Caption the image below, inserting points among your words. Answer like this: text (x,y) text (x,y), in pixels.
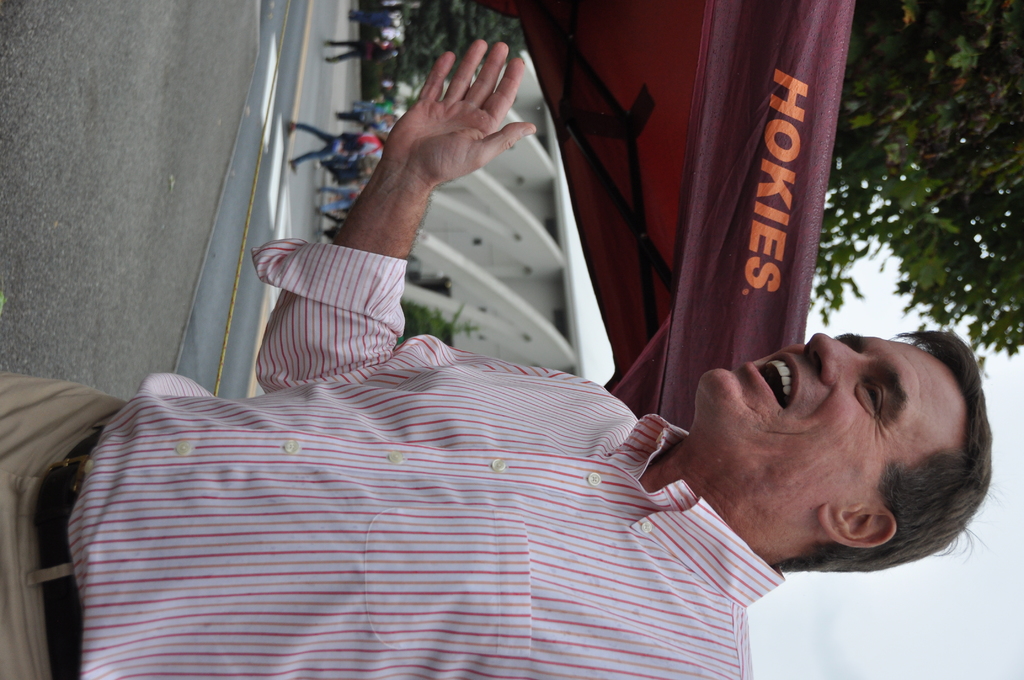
In this image we can see a man (549,510). In the background (575,22) few persons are walking on the road (213,157), trees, building (463,183), tent (622,183) and clouds (1015,496) in the sky (770,611).
